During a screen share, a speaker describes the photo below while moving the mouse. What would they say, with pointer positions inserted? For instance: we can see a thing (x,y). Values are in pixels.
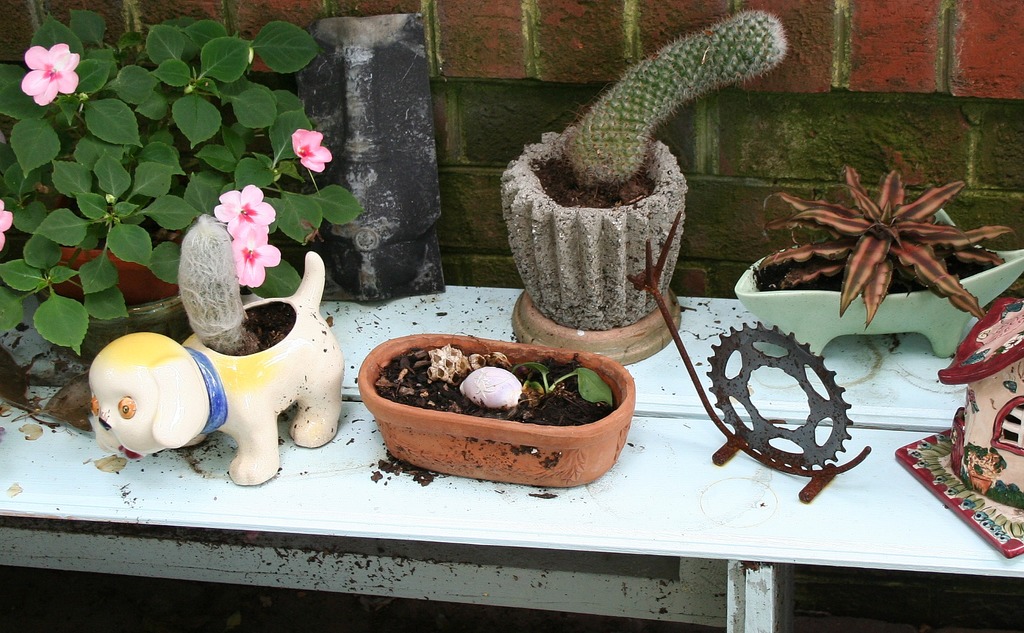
In this image we can see different kinds of plants (204,220) in the pots (607,270) placed on the table (913,362).
